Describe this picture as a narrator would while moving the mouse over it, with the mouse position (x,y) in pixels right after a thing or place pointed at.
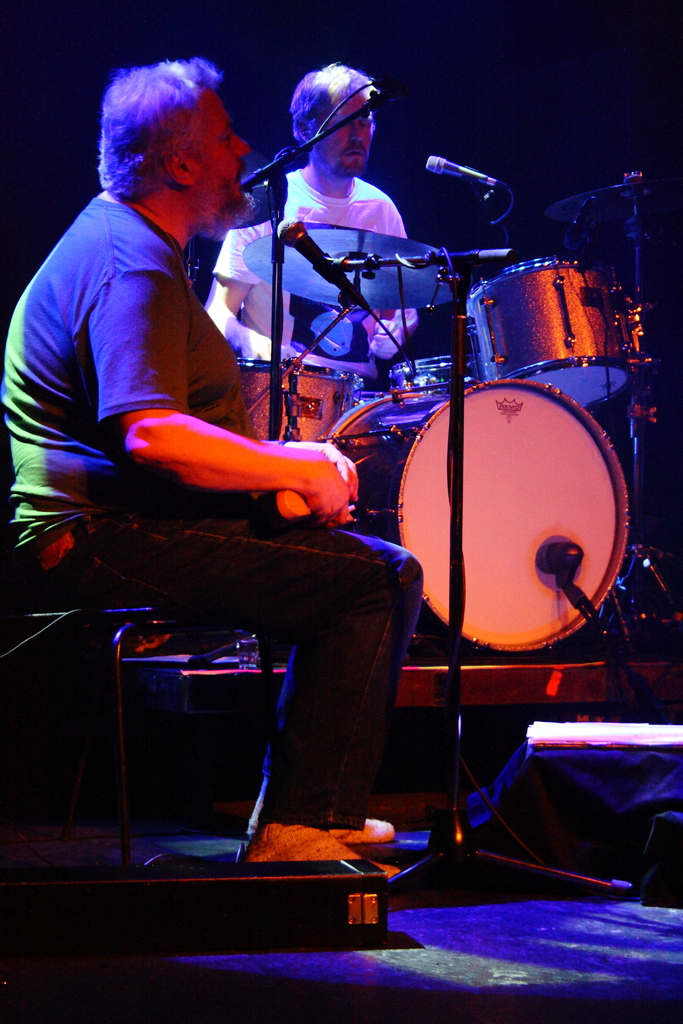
In this picture I can see two men (329,541) among them a man (109,412) is sitting and a man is standing. These men (310,577) are wearing t shirts (84,389). Here I can see microphones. I can also see some musical instruments (469,461). The background of the image (217,9) is dark.
